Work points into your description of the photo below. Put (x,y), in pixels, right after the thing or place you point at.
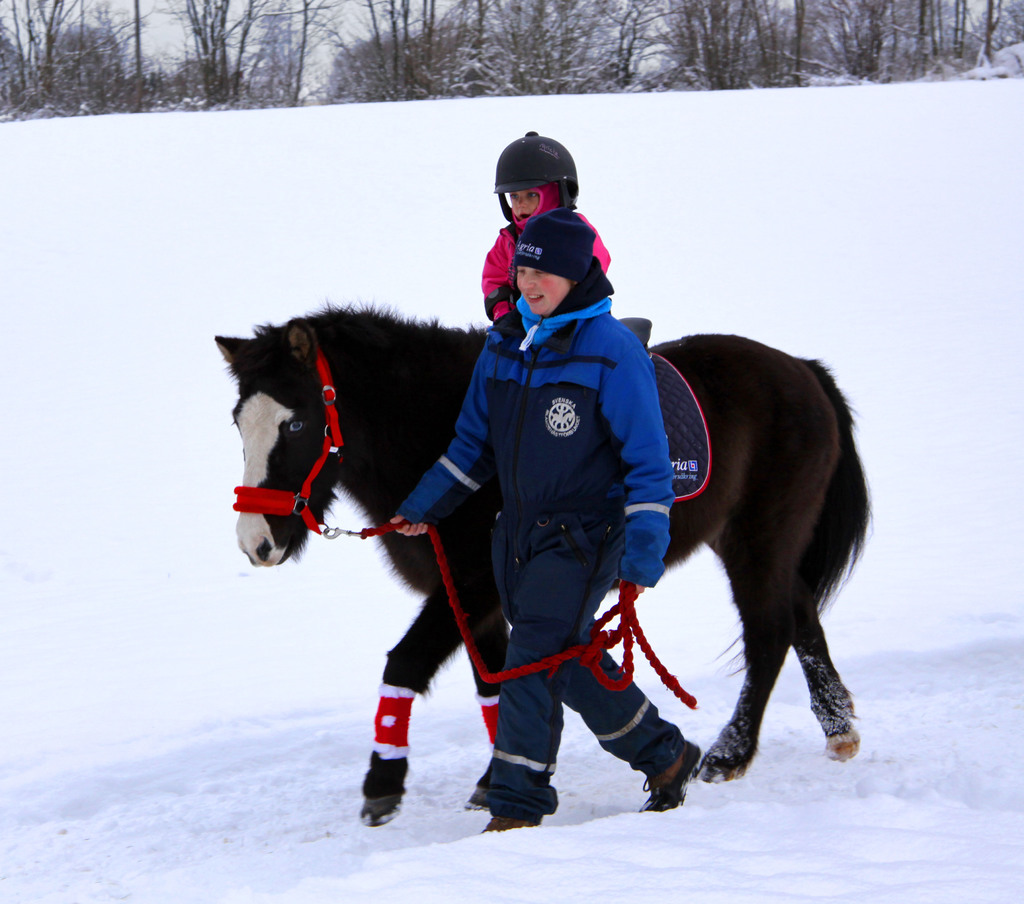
In this image I can see a person (535,175) is sitting on the black and white color horse (400,433) and one person (550,556) is holding the horse (388,386). I can see few trees (606,90) and snow (566,108).
